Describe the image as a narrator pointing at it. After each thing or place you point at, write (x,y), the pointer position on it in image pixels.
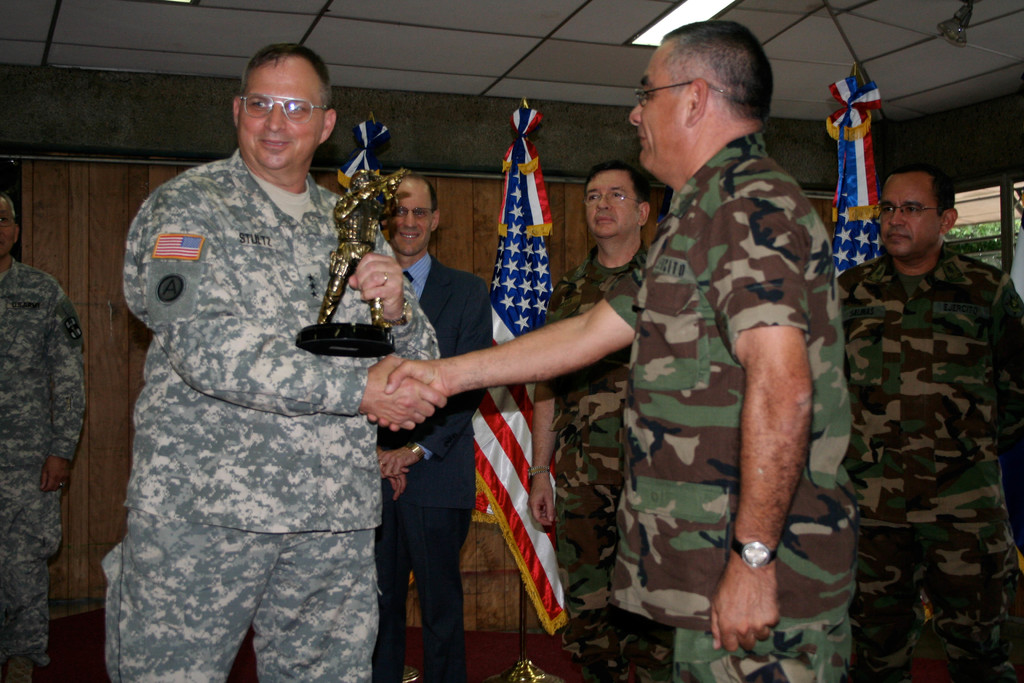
In this picture I can see 2 men (308,139) in front (369,481), who are holding their hands (399,364) and the man (280,244) on the left side of this picture (324,294) is holding a trophy (357,241) in other hand (360,268). In the background (911,460) I see 4 men (872,326) who are standing and I see 3 flags (525,502) which are colorful. On the top of this picture (637,41) I see the ceiling (635,36) on which there is a light (692,14).
